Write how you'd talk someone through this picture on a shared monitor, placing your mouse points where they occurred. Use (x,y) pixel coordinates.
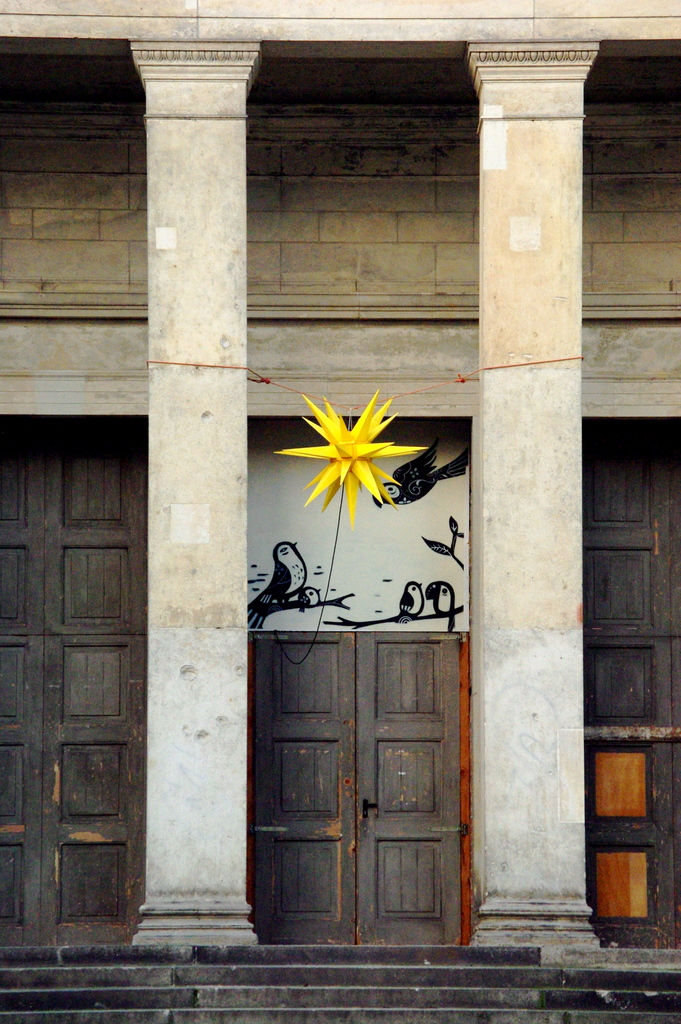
In this image we can see a building (150,669) and also we can see a board (291,566) and an object (313,409), there are some doors (368,766), pillars (210,779) and a staircase (238,964).
